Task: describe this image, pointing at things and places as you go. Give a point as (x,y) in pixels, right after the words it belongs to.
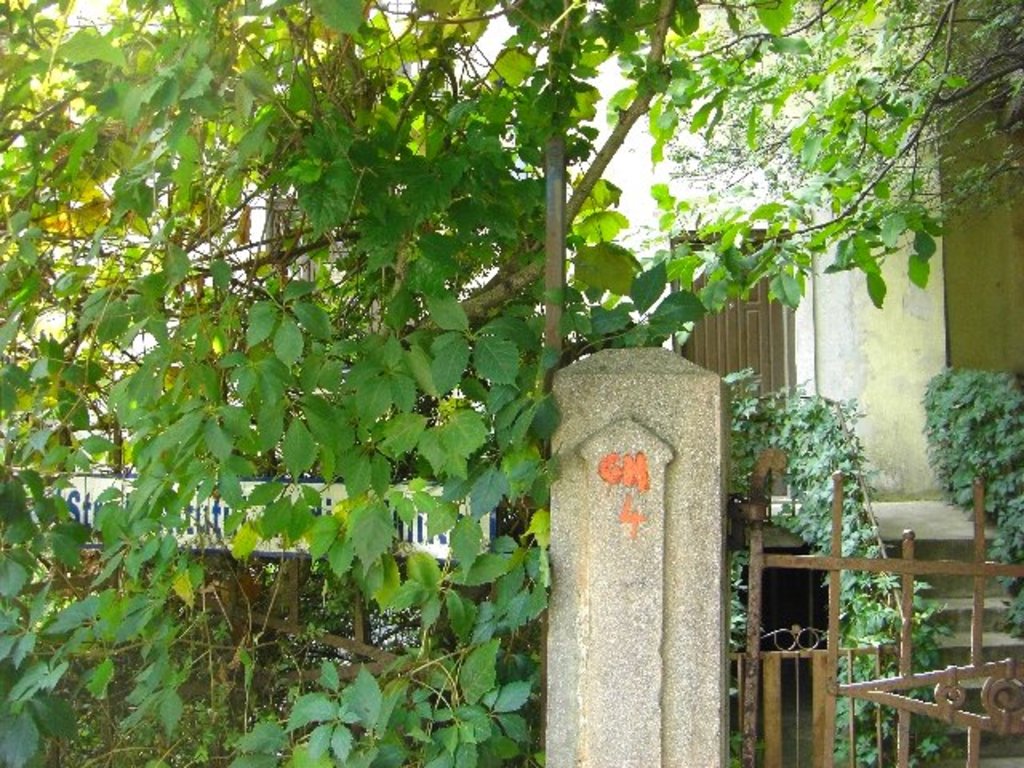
In this image we can see a gate (838,641) and tree (473,366). Behind the gate (909,530) railing (875,524) and steps (945,552) are there. And we can see wall (874,346) and door (734,344).
